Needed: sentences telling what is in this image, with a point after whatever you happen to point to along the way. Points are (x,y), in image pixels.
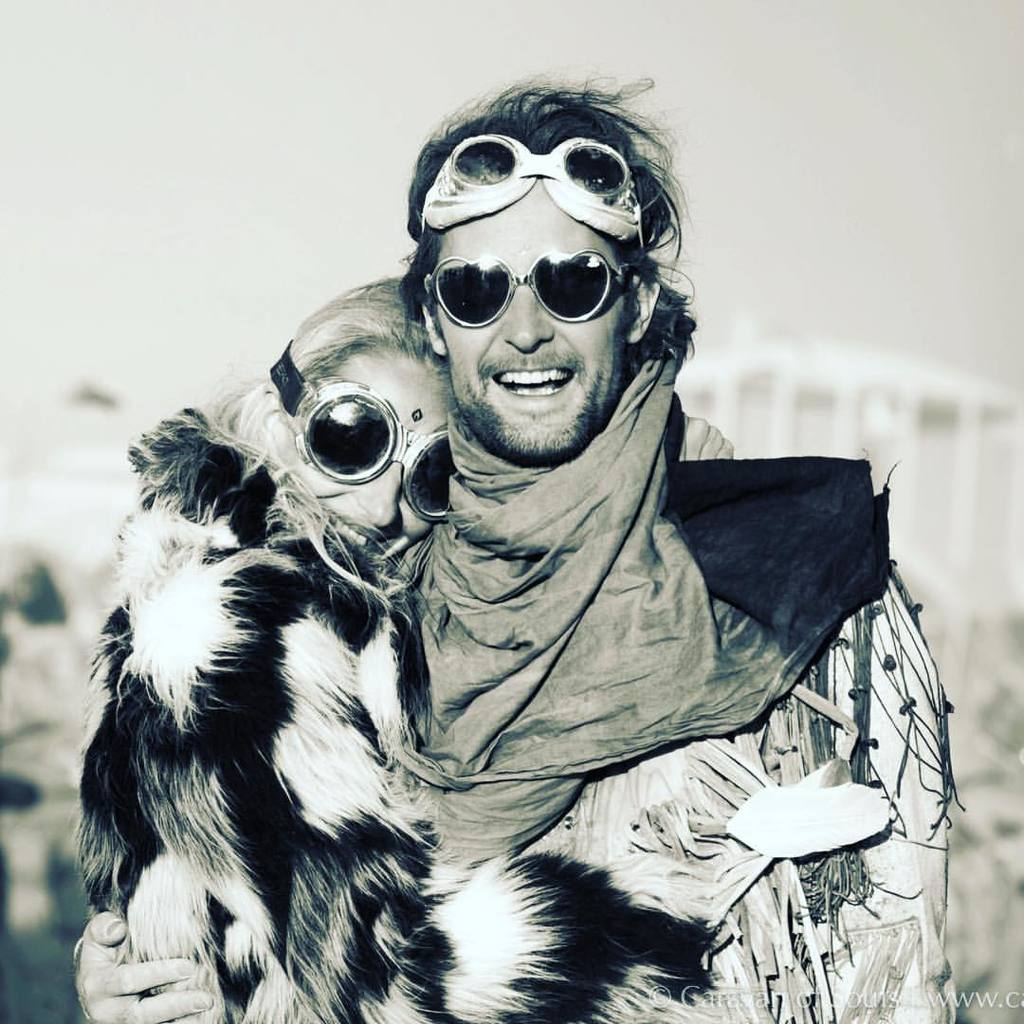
In this image there is a couple (524,573) posing for the camera with a smile (547,388) on their face (580,410).
